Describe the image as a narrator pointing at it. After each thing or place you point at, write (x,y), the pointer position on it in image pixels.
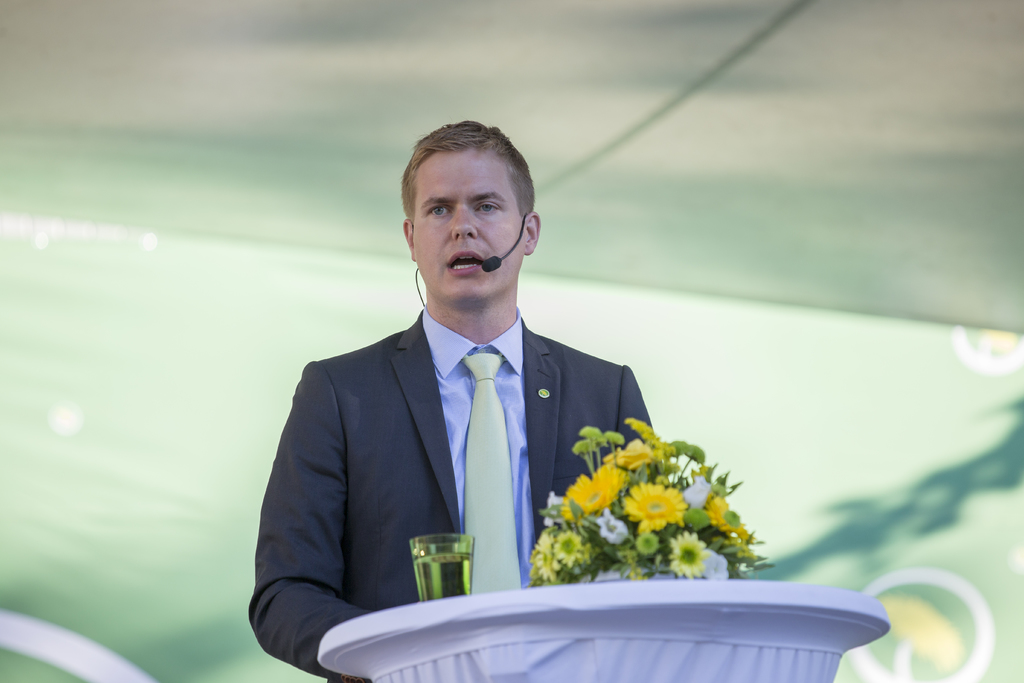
In the center of the image (493,241) we can see a man (489,517) standing. At the bottom (489,631) there is a table (559,656) and we can see a flower bouquet (632,568) and a glass (445,573) placed on the table (662,635). In the background (827,323) there is a tent (244,214).
